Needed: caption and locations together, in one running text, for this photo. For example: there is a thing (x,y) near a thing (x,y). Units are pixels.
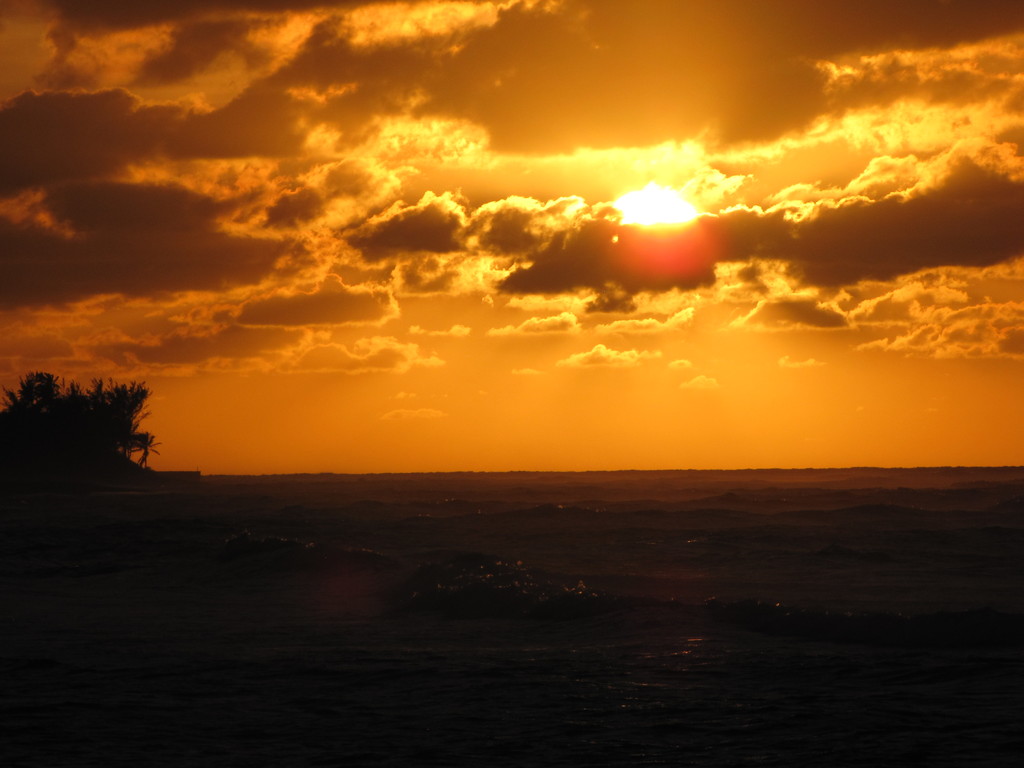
This image is consists of sunset and there is a tree (106,439) on the left side of the image (19,396).
